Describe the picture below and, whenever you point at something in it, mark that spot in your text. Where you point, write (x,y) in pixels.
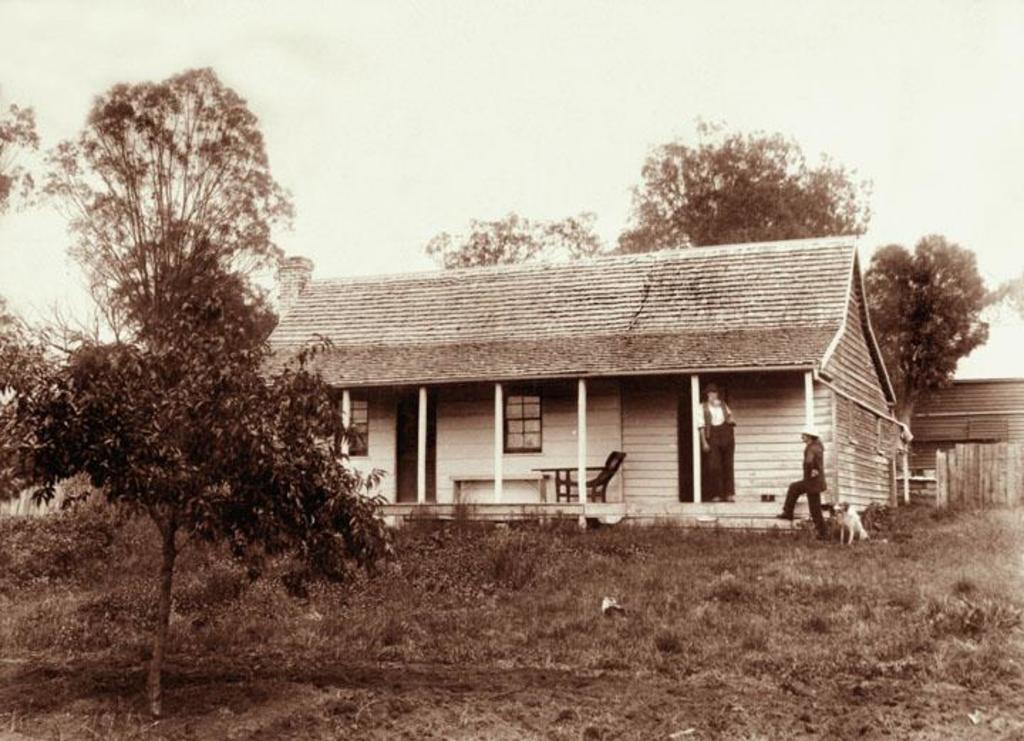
This is a black and white image. In this image we can see building (802,410), persons (813,487), table (478,480), chair (596,481), tree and grass (572,595). In the background (25,235) we can see trees (668,202) and sky (484,113).
